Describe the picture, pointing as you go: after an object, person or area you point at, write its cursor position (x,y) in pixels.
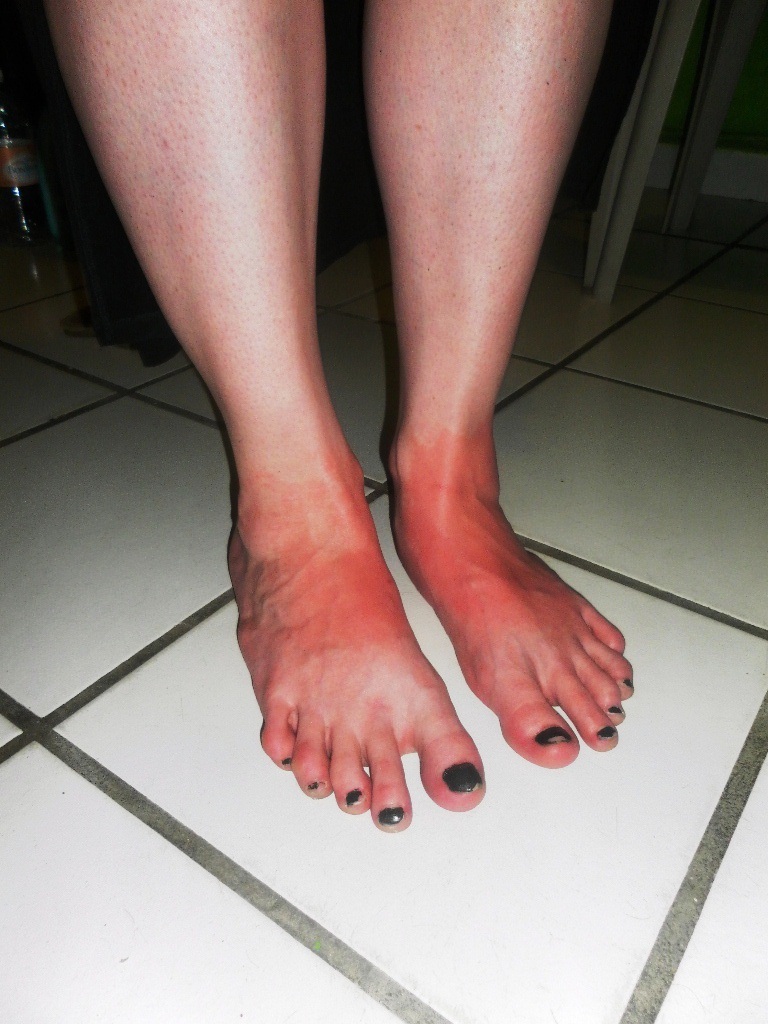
In this image we can see the person's legs (246,594), there are some objects (43,83) in the background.
